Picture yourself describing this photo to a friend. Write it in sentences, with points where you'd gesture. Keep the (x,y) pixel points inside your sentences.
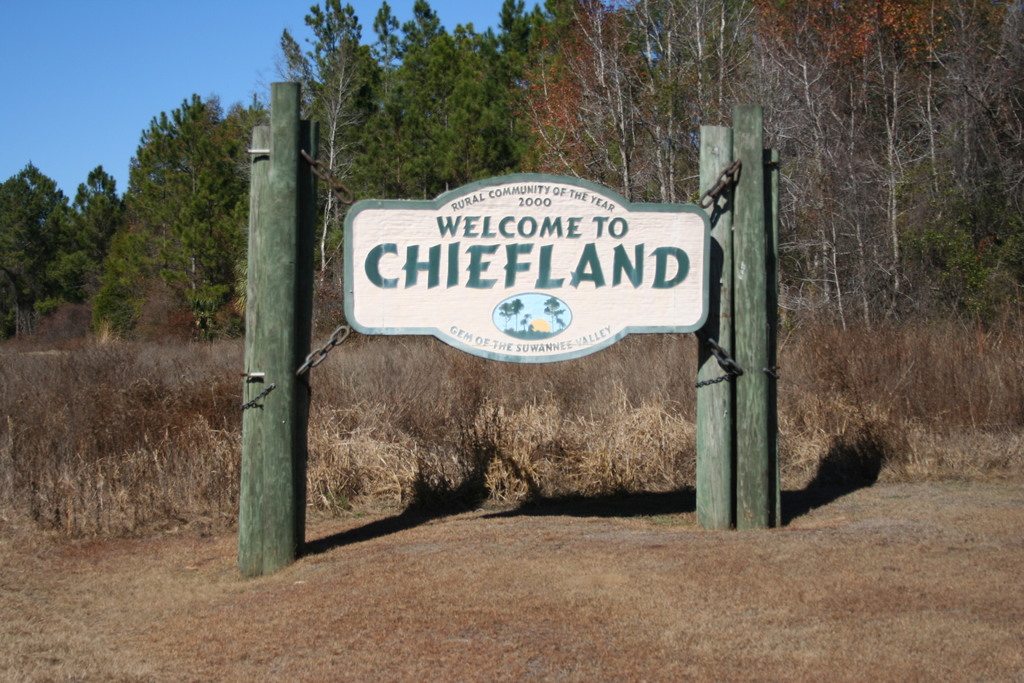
In this image we can see a board (547,238) with wooden poles (299,329). In the background (599,410), we can see dry grass (643,375) and trees (518,116). At the top of the image (35,157), we can see the sky (163,32). There is the land (634,581) at the bottom of the image (322,629).
